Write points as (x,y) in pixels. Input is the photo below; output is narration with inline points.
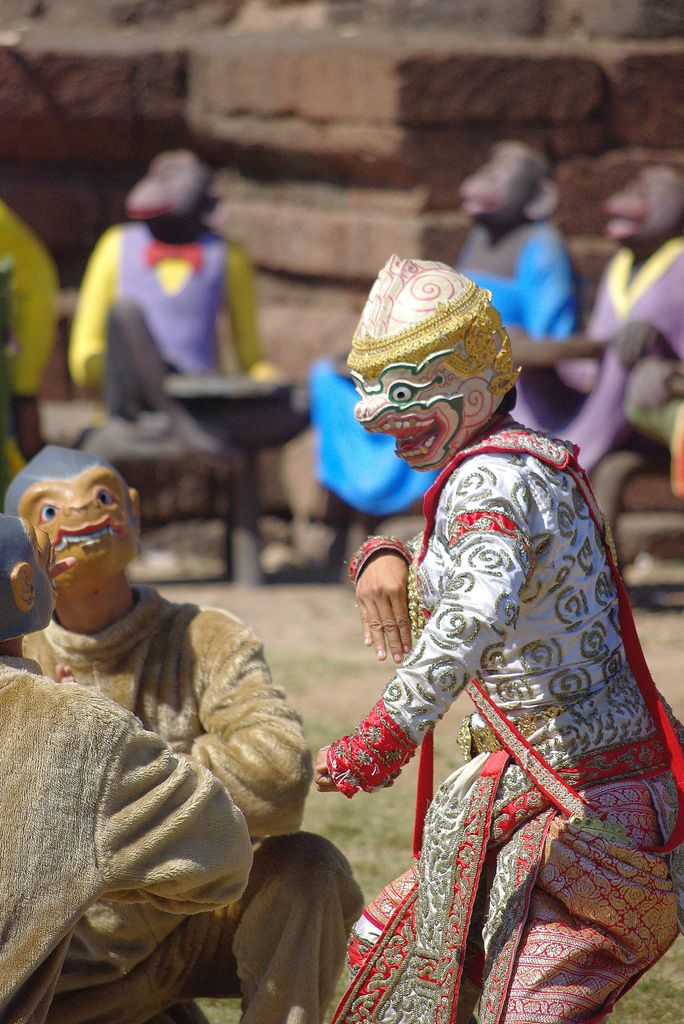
In the foreground of this picture (214,794), there are three men (196,739) performing an act by wearing masks (113,493) and costumes (485,697). In the background (630,287), there are sculptures (536,263) of monkeys (502,195), wall (324,216) and the grass (310,666).
